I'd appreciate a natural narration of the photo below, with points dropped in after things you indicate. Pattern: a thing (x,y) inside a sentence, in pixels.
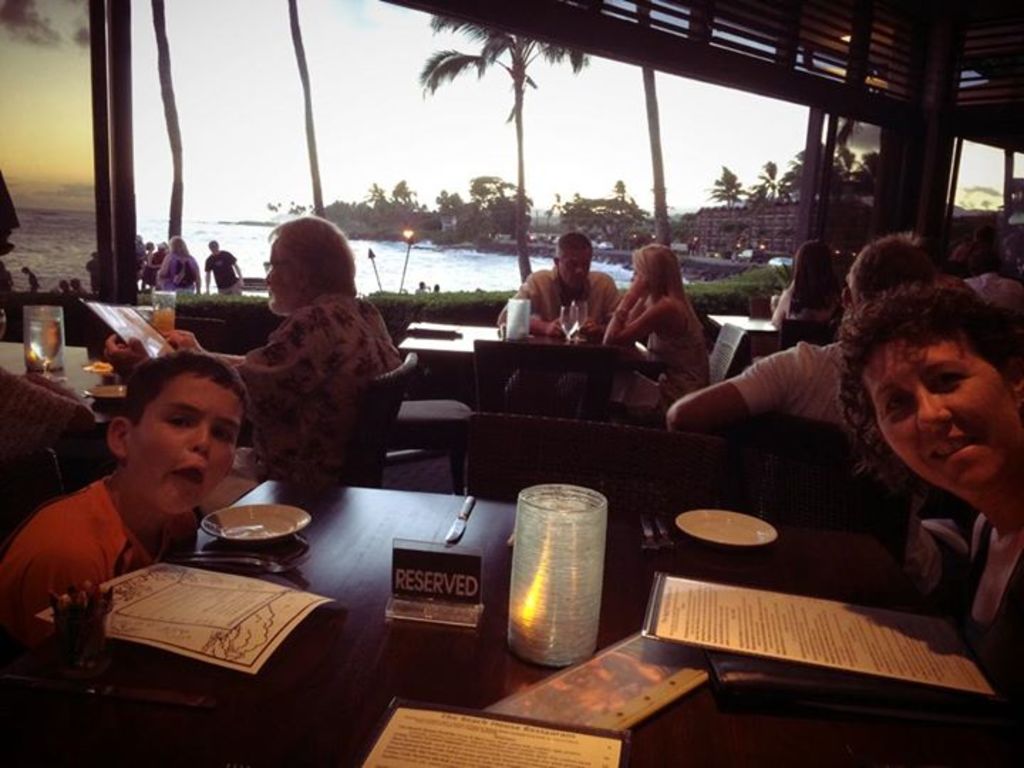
In this picture I can see group of people (281,325) sitting on the chairs (585,344), there are cards (515,703), plates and some other objects (475,591) on the tables (75,735), through the window (109,52), I can see water (539,264), trees (521,210) and the sky (543,163).
